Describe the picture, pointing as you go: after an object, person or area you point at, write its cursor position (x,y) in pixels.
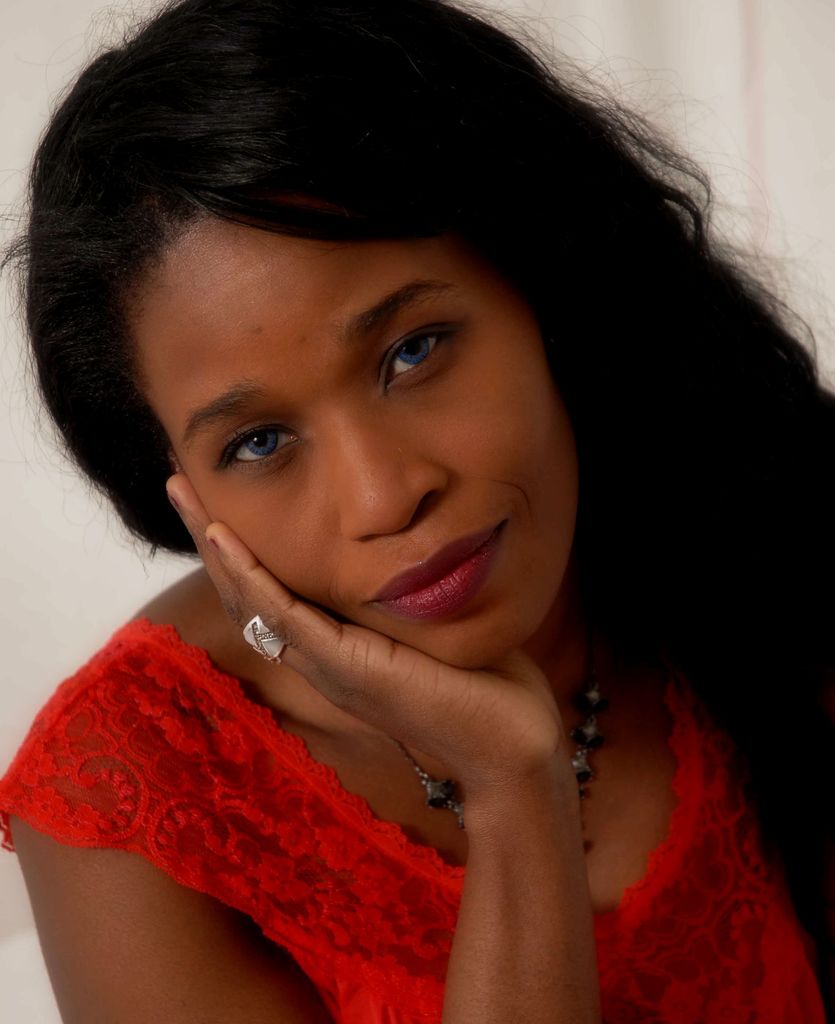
In the center of the image (307,353) we can see a lady (343,619). She is wearing a red dress (752,933). In the background (749,160) there is a wall (61,590).
